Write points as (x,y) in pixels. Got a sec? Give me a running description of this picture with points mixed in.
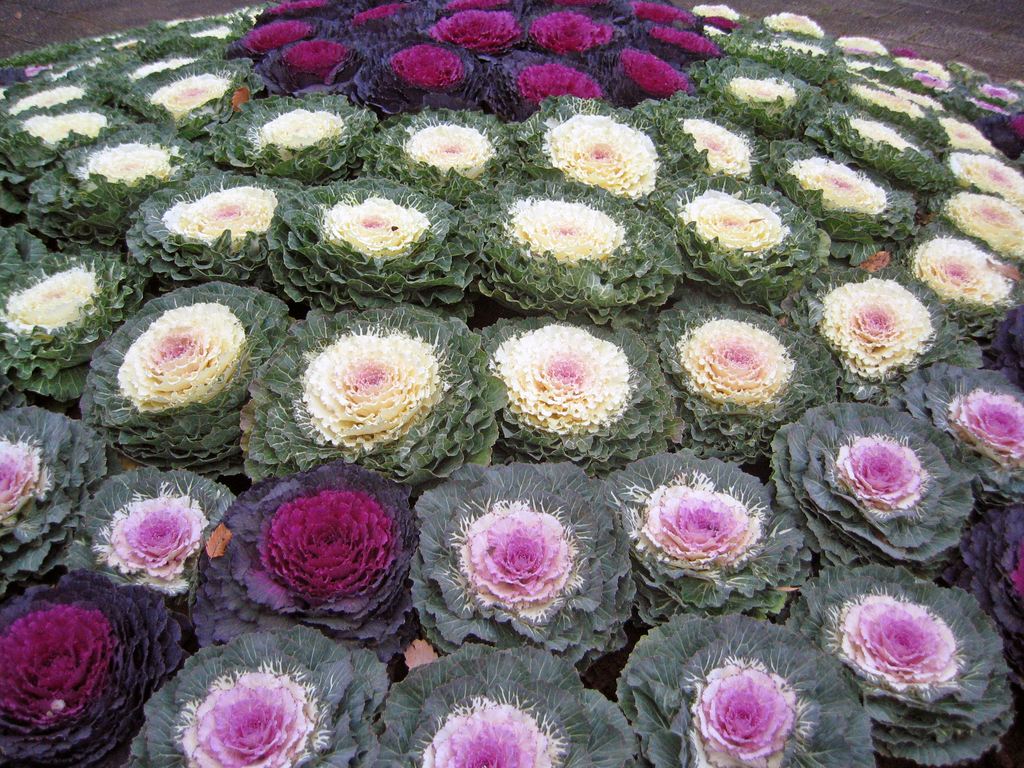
In this picture I can see different colors of flowers (676,255).
